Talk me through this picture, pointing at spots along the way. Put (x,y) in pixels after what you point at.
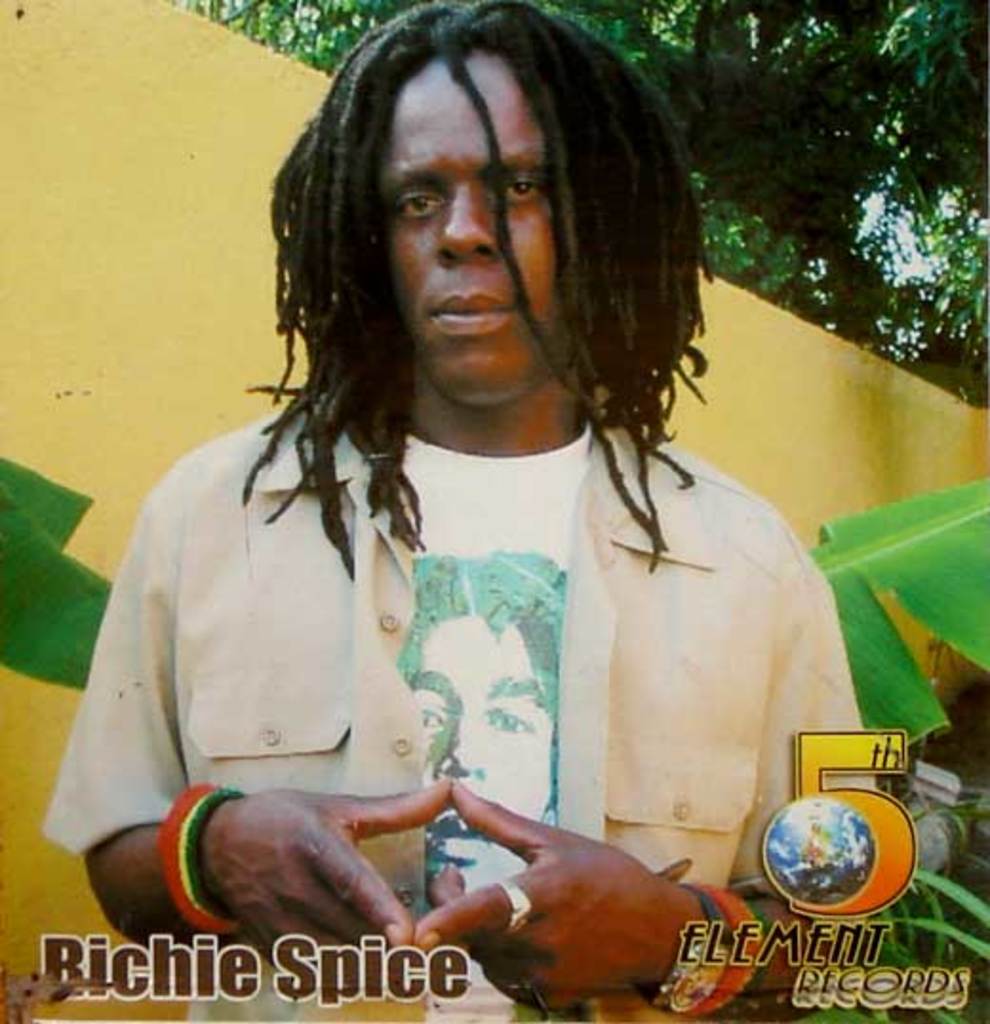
In this image there is a man (385,435) standing, in the background (84,72) there is wall (814,360) and trees (868,328), in the bottom right (874,871) there is text (803,942), in the bottom left (229,974) there is text (320,967).
